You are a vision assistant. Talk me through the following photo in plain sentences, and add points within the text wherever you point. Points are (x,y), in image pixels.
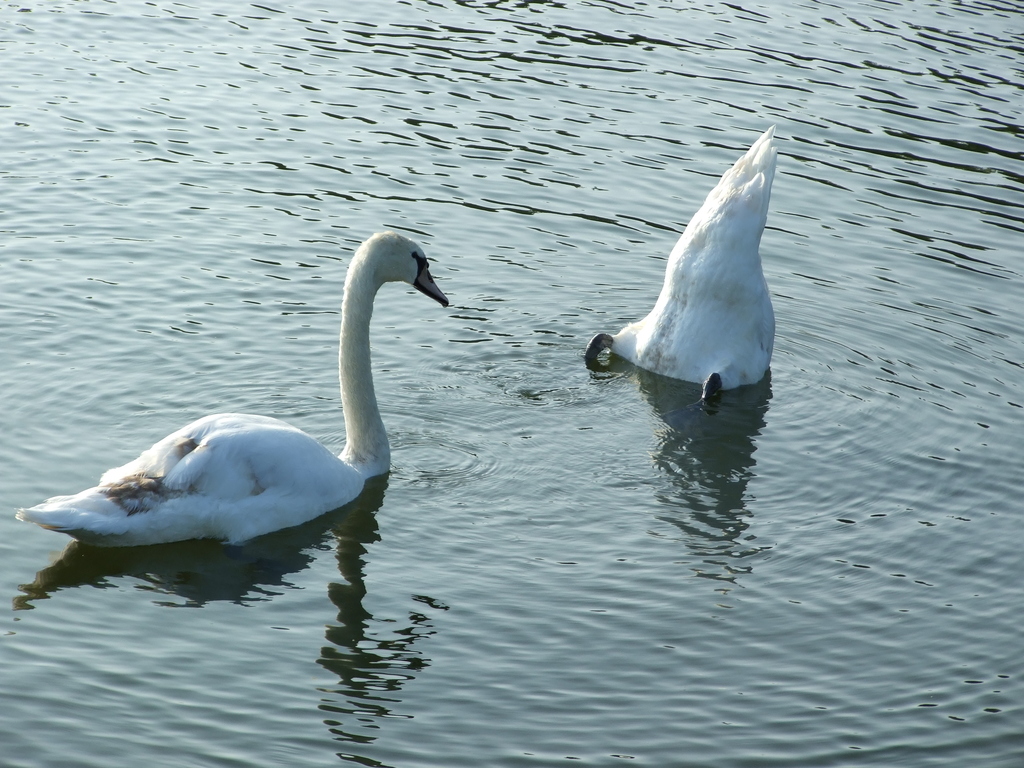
In this picture we can see two birds (704,325) in the water (593,240).
